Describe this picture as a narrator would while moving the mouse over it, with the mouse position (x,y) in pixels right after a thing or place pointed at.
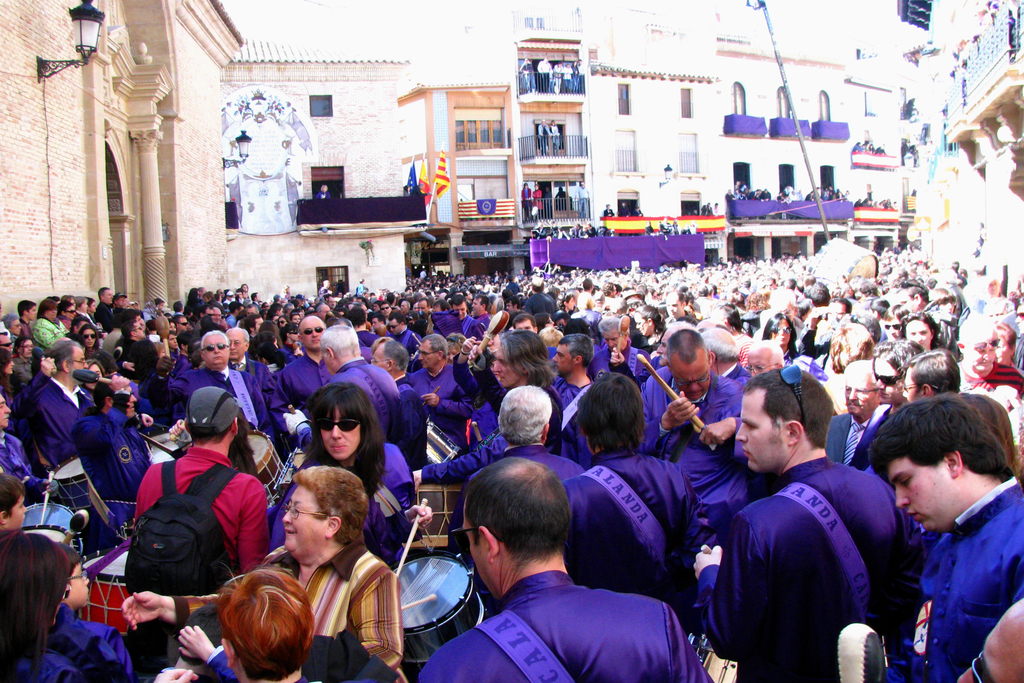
In the image there are group of people (776,398) standing and playing their musical instruments (289,463). On right side (982,82) there is a building (954,83) and left side (89,178) there is another building (42,88) and a street light (95,33), in background (250,118) we can see few buildings (433,118) and sky (355,25) is on top (297,25).
